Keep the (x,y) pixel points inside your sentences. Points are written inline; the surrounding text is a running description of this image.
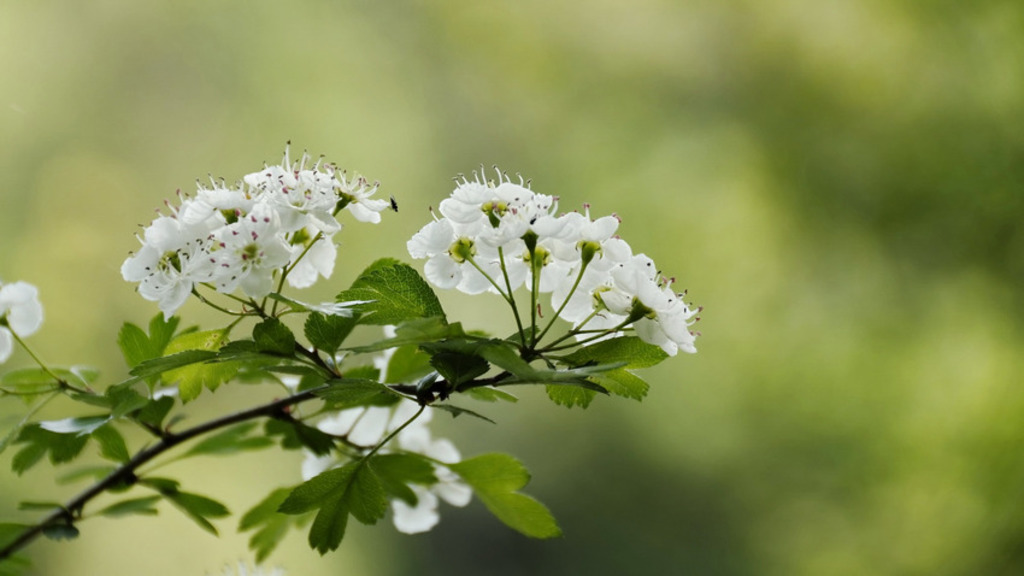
In this image there is a plant (389,342) with white color flowers (472,244), and there is blur background (834,29).
